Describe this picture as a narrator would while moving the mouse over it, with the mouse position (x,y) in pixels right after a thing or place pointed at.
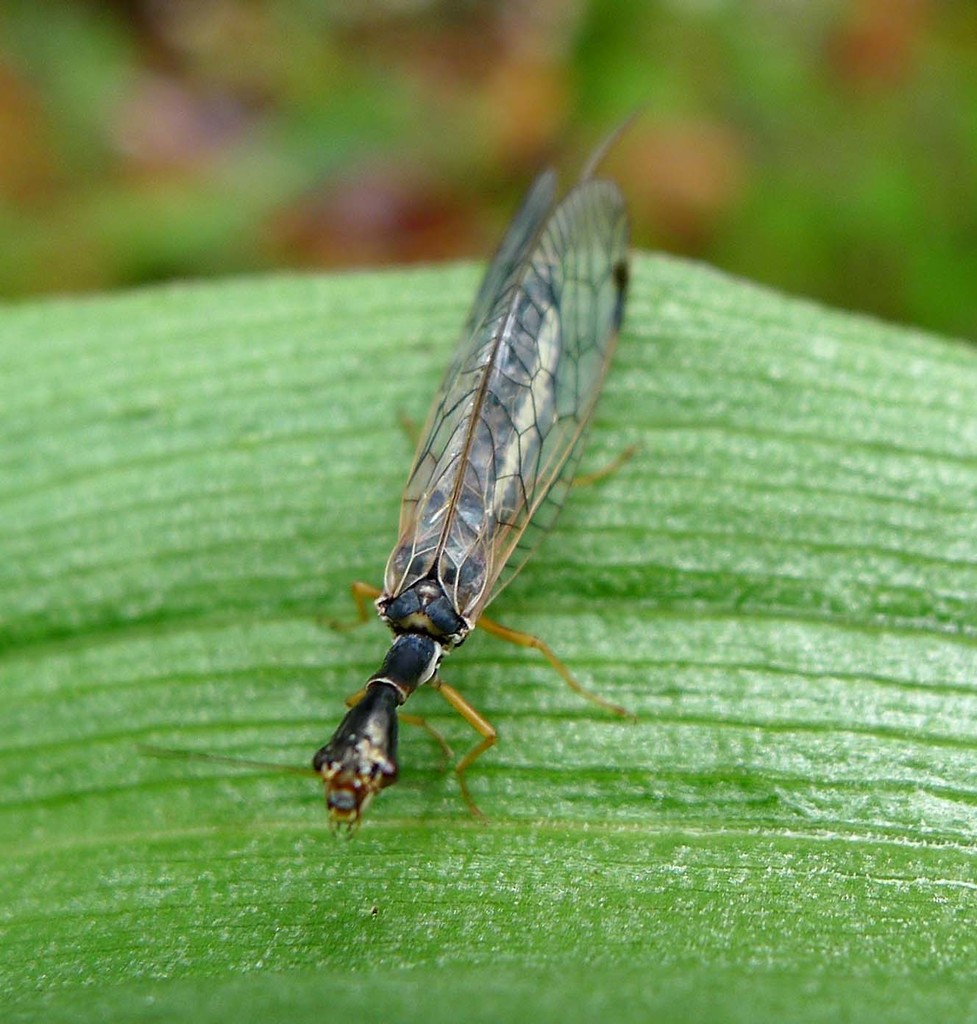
In this image I can see a green colour leaf (311,847) in the front (672,583) and on it I can see a black colour insect (461,504). I can also see this image is little bit blurry in the background (449,136).
